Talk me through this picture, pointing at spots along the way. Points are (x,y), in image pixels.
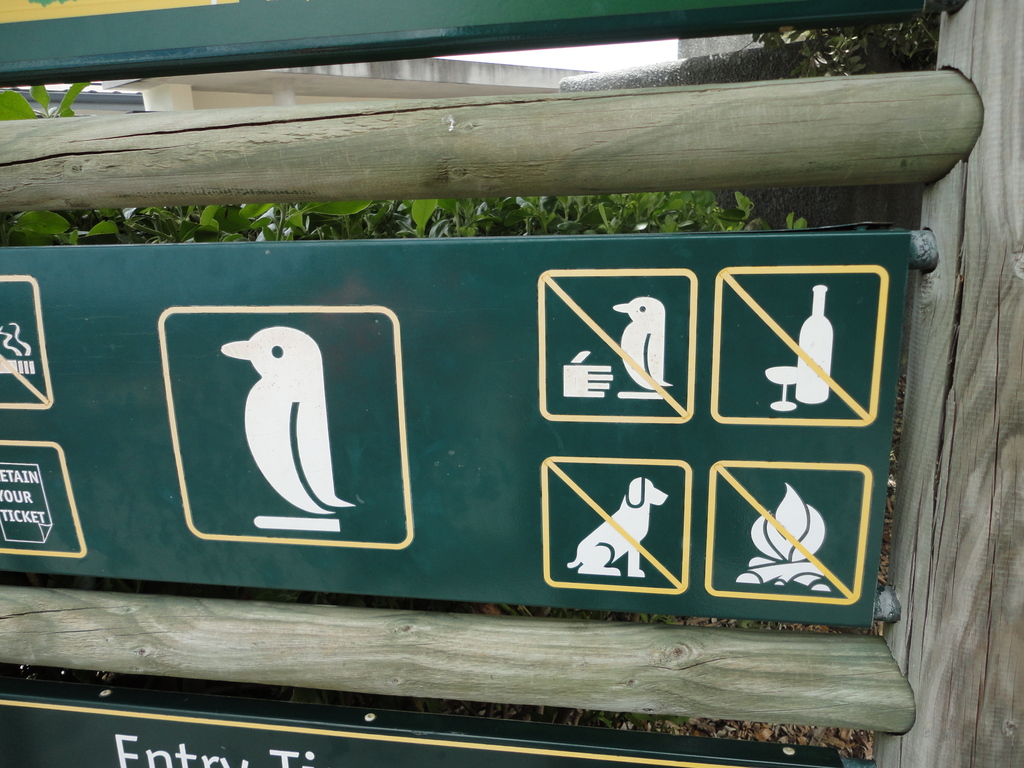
In this image there are metal boards (436,572) to the wooden poles (956,228). There is text (35,516) on the boards (31,479). There are pictures (300,382) of birds (630,349), a dog (629,526), bonfire (825,524), a bottle (803,379) and a glass (786,383) on the board (818,369). Behind the boards (473,239) there are leaves (416,212) of a plants (364,210) and a wall (272,90). At the top (567,51) there is the sky (590,66).
